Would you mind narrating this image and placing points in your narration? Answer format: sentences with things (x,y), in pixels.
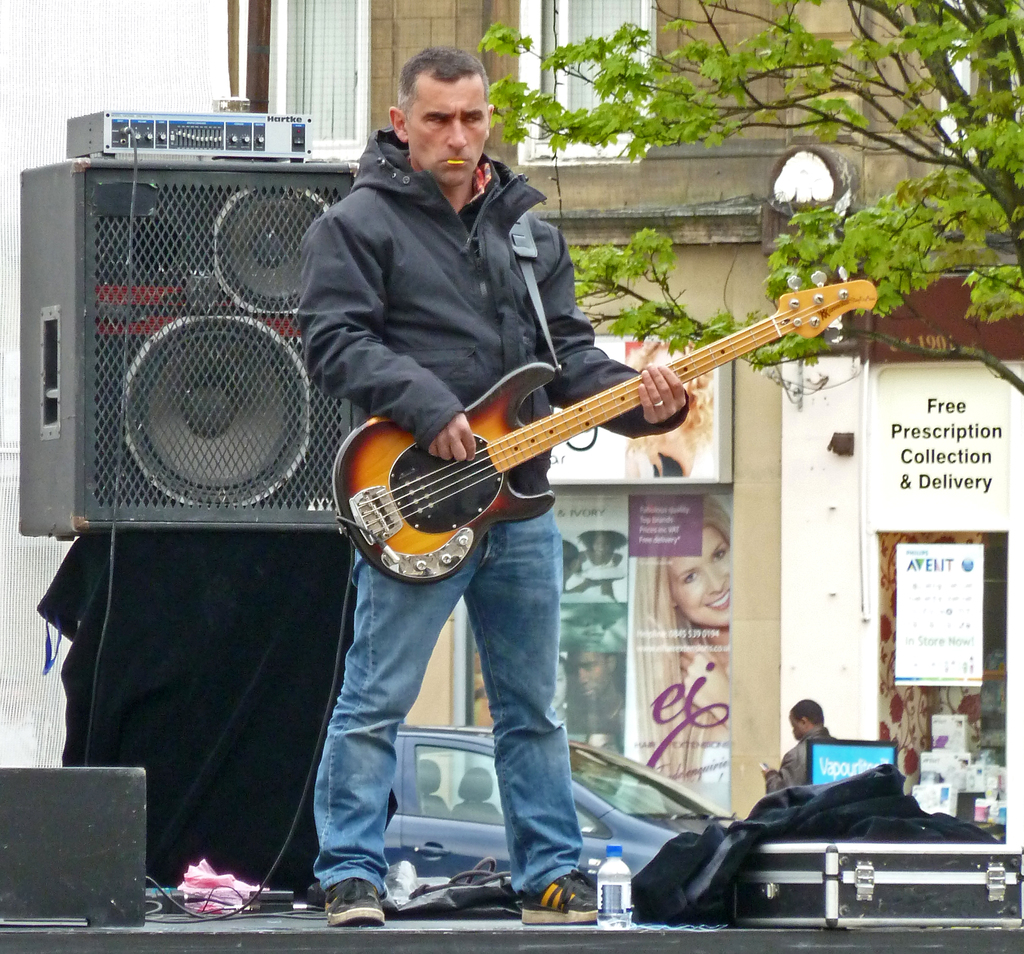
Here in the middle (379,328) we can see a man (341,728) playing guitar (614,395) and behind him we can see speakers (291,381) there is a building (950,301), there is a tree (936,47) and posters (880,450) and cars (449,816) present.
